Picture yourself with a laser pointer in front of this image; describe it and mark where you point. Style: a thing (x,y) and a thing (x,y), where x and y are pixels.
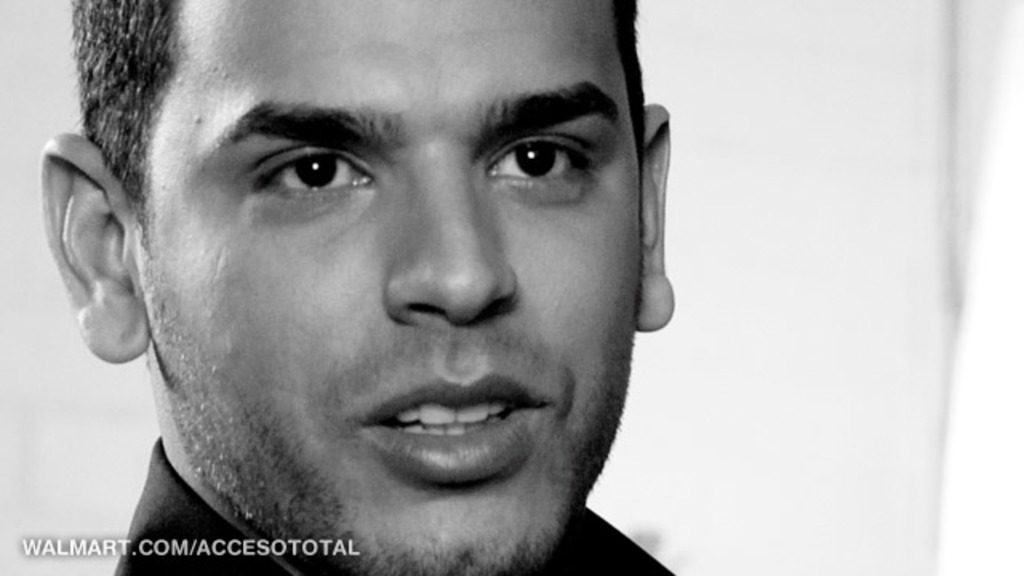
Here we can see a man face (399,360). Bottom left of the image (53,552) we can see watermark (201,548). Background (802,437) it is white color.
